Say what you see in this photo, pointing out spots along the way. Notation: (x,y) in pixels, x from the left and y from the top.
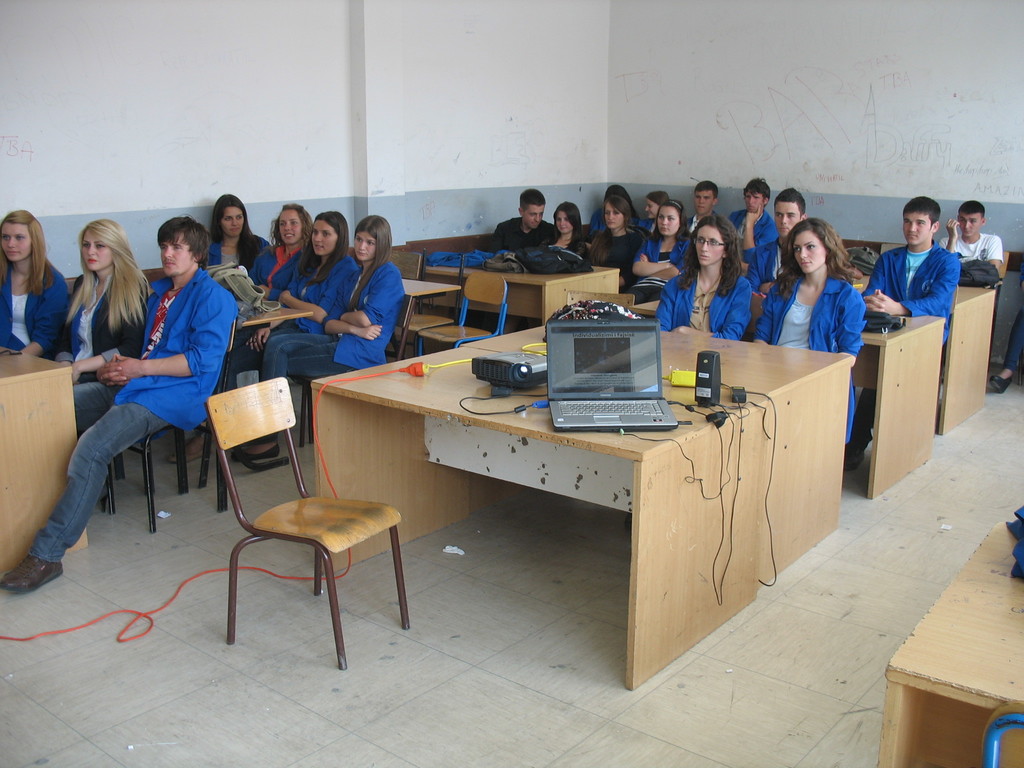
In the middle of the image (427,508) there is a table (812,358), On the table (682,419) there is a laptop (587,396) and projector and there are some wires (771,399). In the middle of the image (364,259) few people (385,235) are sitting on a chair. Behind them there is a wall (376,38).
